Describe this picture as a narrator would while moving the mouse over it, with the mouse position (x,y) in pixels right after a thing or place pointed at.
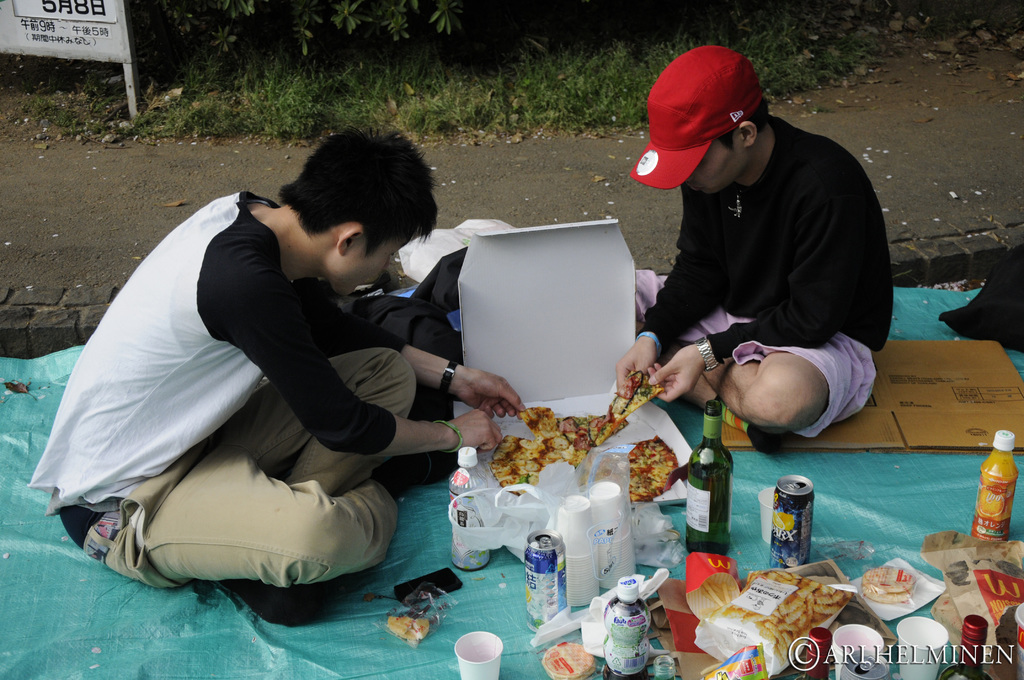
There are two men (254,350) sitting in the middle of this image (368,255). The person (652,363) on the right side of this image (743,341) is holding a piece of a pizza (625,405). We can see food items (744,663), bottles (725,500), glasses (860,648) are kept at the bottom of this image (668,603). There are plants (325,33), grass (505,72) and a board (87,31) at the top of this image (407,80).
